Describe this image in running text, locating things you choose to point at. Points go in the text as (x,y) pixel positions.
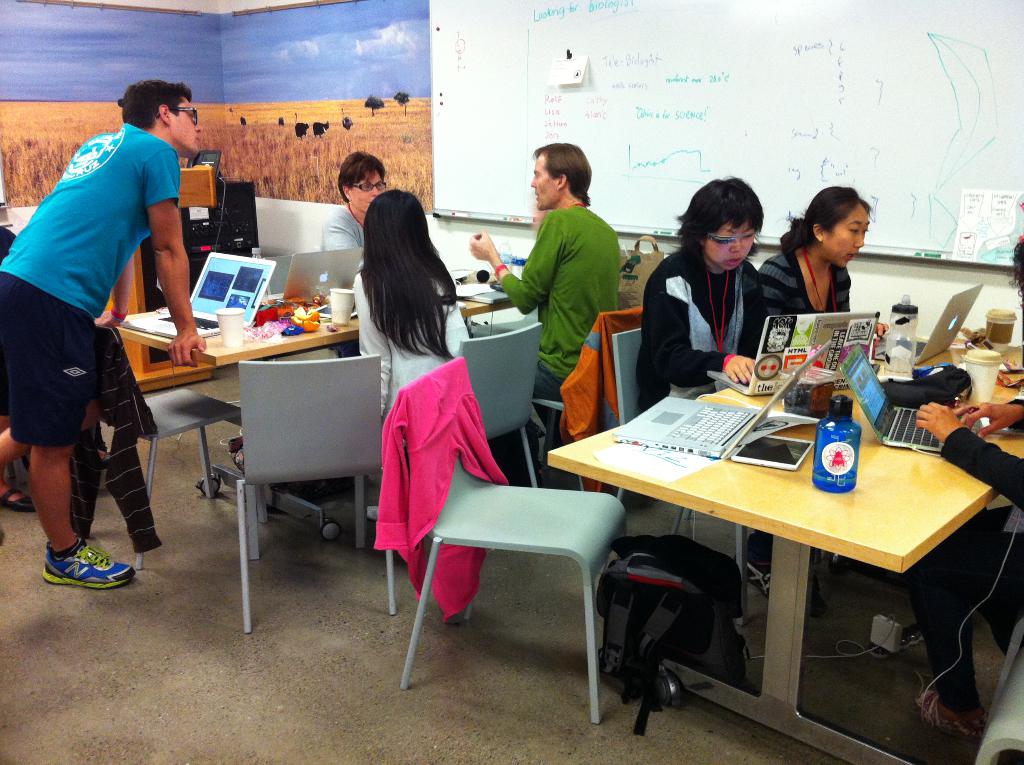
In this image i can see there are group of people (372,265) who are sitting on a chair (632,335) and a man (96,231) is standing on the floor (190,658). I can also see there are couple of tables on which there are few objects (836,373) on it.
